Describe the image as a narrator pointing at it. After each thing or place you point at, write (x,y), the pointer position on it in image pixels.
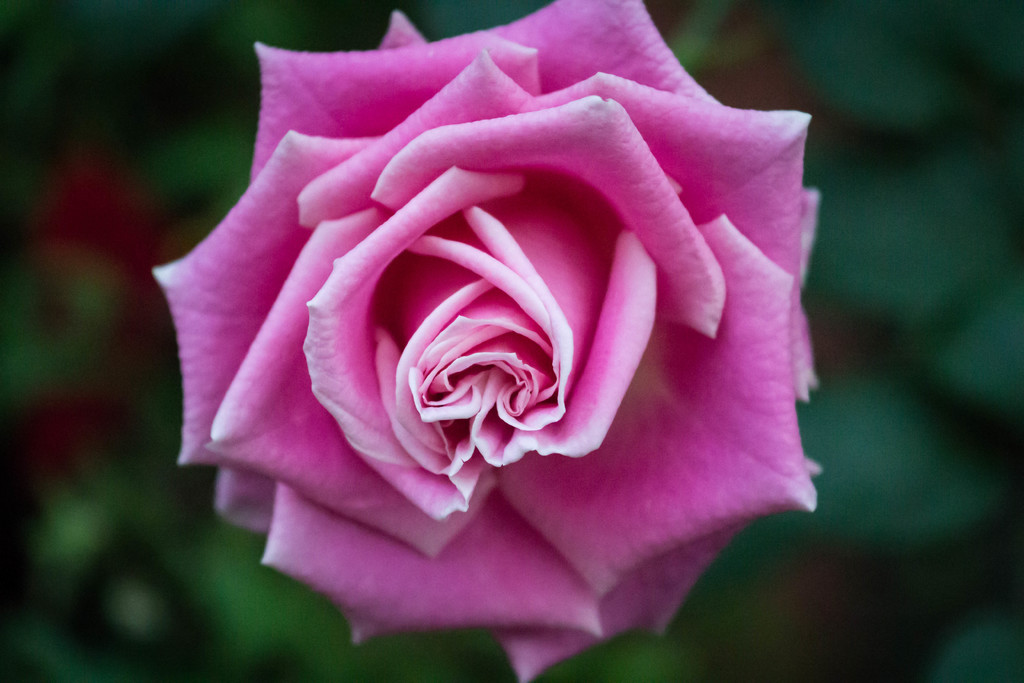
There is a pink color rose (461,414). In the background (156,331) it is green and blurred.
